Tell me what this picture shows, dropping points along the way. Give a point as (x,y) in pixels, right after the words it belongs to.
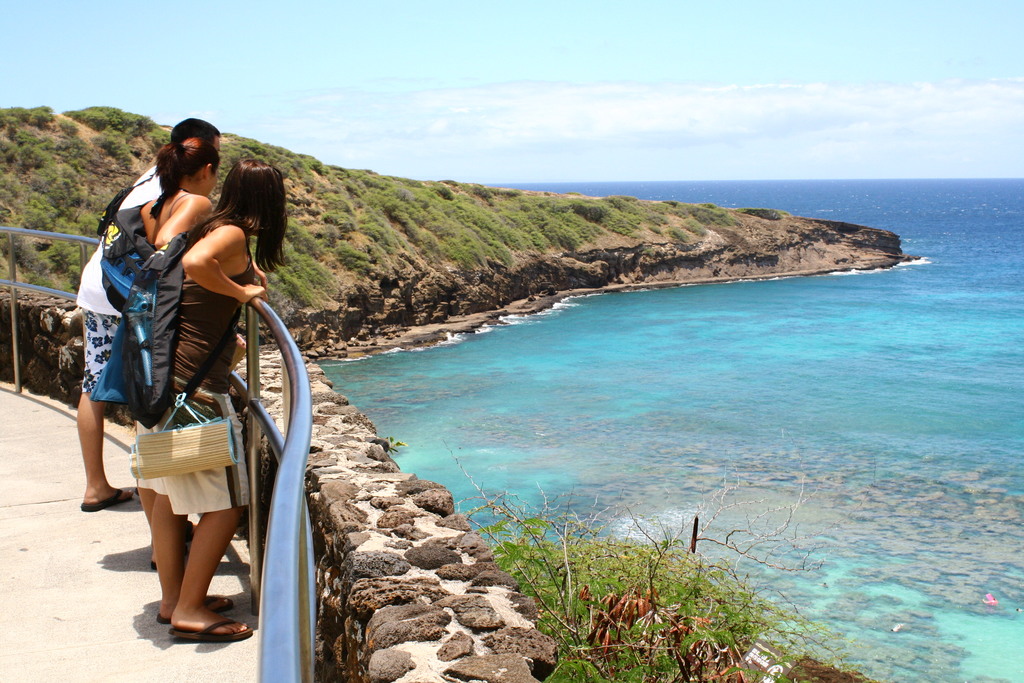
In this image I can see the ground (97,584), few persons (160,477) standing, the railing (36,289) and the wall (312,495) which is made up of rocks (415,619). In the background (76,225) I can see a mountain (96,187) with few plants (128,158) on it, the water (937,211) and the sky (519,112).
